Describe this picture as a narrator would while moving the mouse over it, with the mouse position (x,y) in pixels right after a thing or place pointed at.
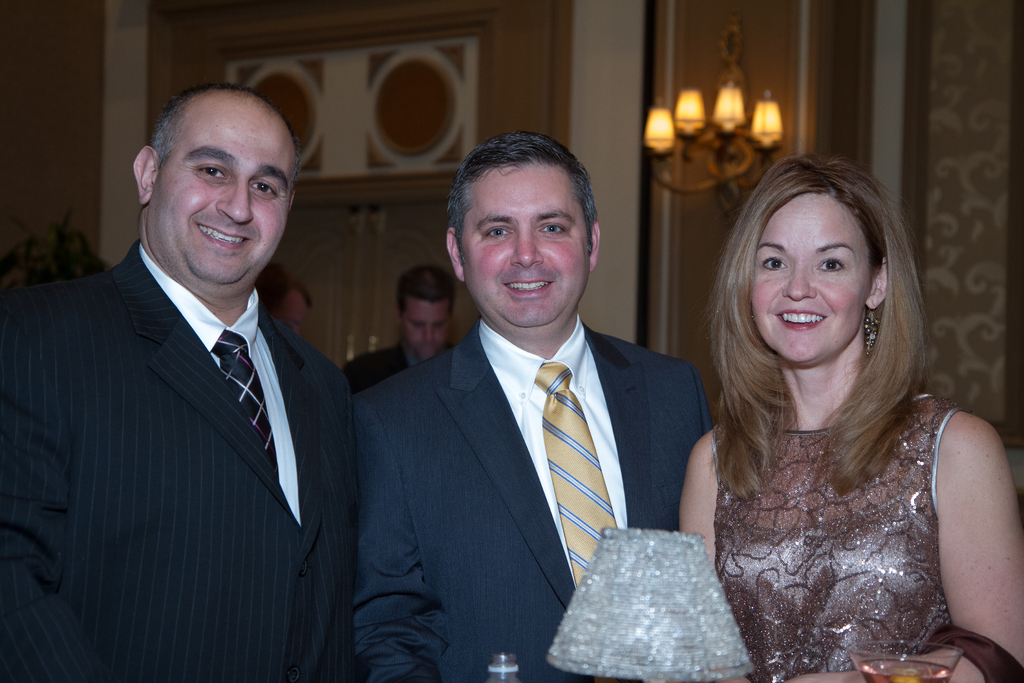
In this image we can see persons (458,493) standing and some of them are smiling. In the background (435,192) there are walls (610,105), chandelier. In the foreground (895,667) there is a disposable bottle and a glass (917,668) with beverage (905,675) in it.
